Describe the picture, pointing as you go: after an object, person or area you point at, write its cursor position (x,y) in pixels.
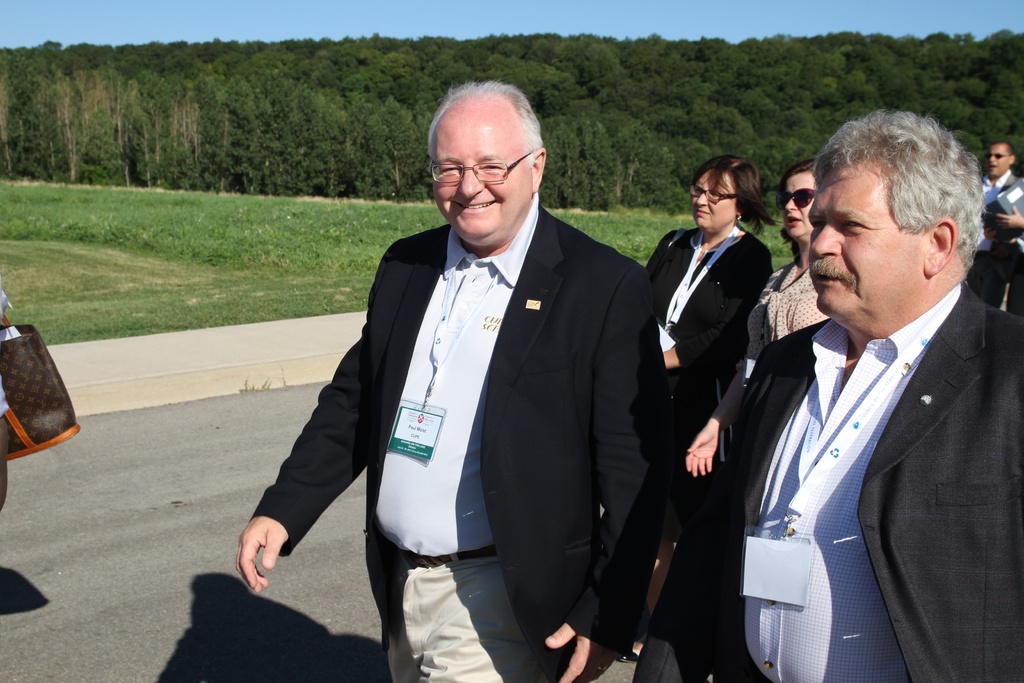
In this image there are people (453,488) walking on the road (201,493). On the left side of the image (165,224) there is grass (197,239) on the surface (218,251). In the background of the image (652,104) there are trees (689,67) and sky (597,15).
